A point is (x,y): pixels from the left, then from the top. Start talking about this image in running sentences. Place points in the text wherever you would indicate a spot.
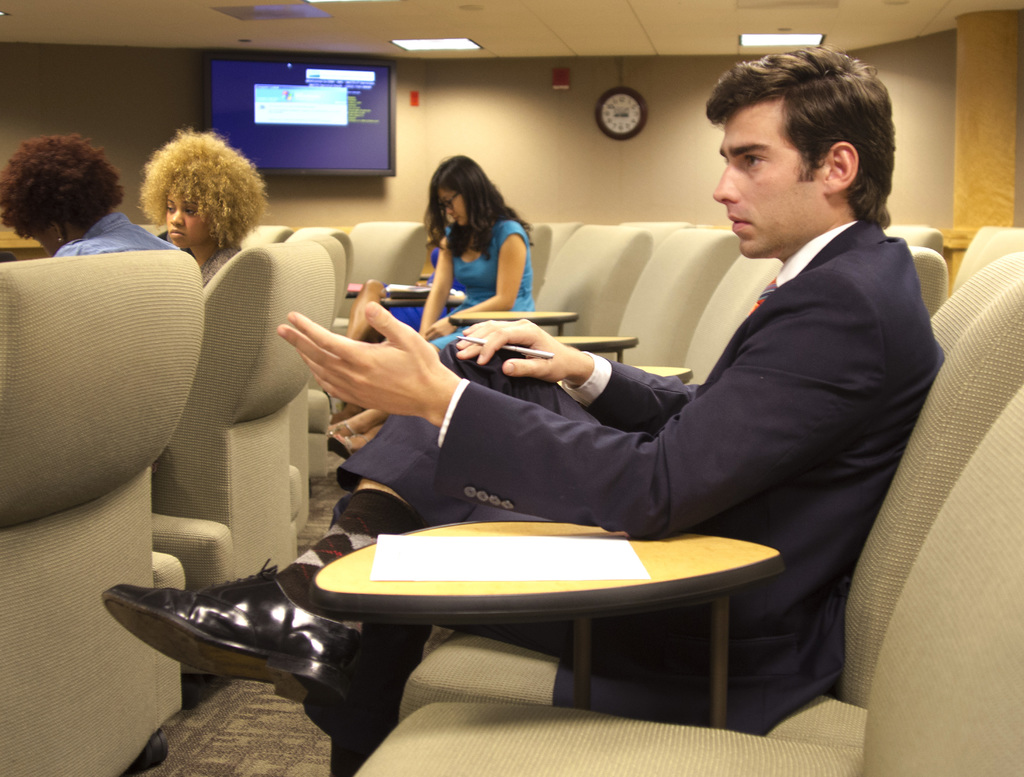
In this image I see 3 women (257,206) and a man (836,344) who are sitting on chairs (133,269) and I see tables (429,585) and on this table (446,588) I see a white paper (487,570). In the background (714,204) I see the wall (429,116) and I see a TV (300,109) over here and I see a clock (606,111) over here and I see the lights (406,48) on the ceiling (547,37).
